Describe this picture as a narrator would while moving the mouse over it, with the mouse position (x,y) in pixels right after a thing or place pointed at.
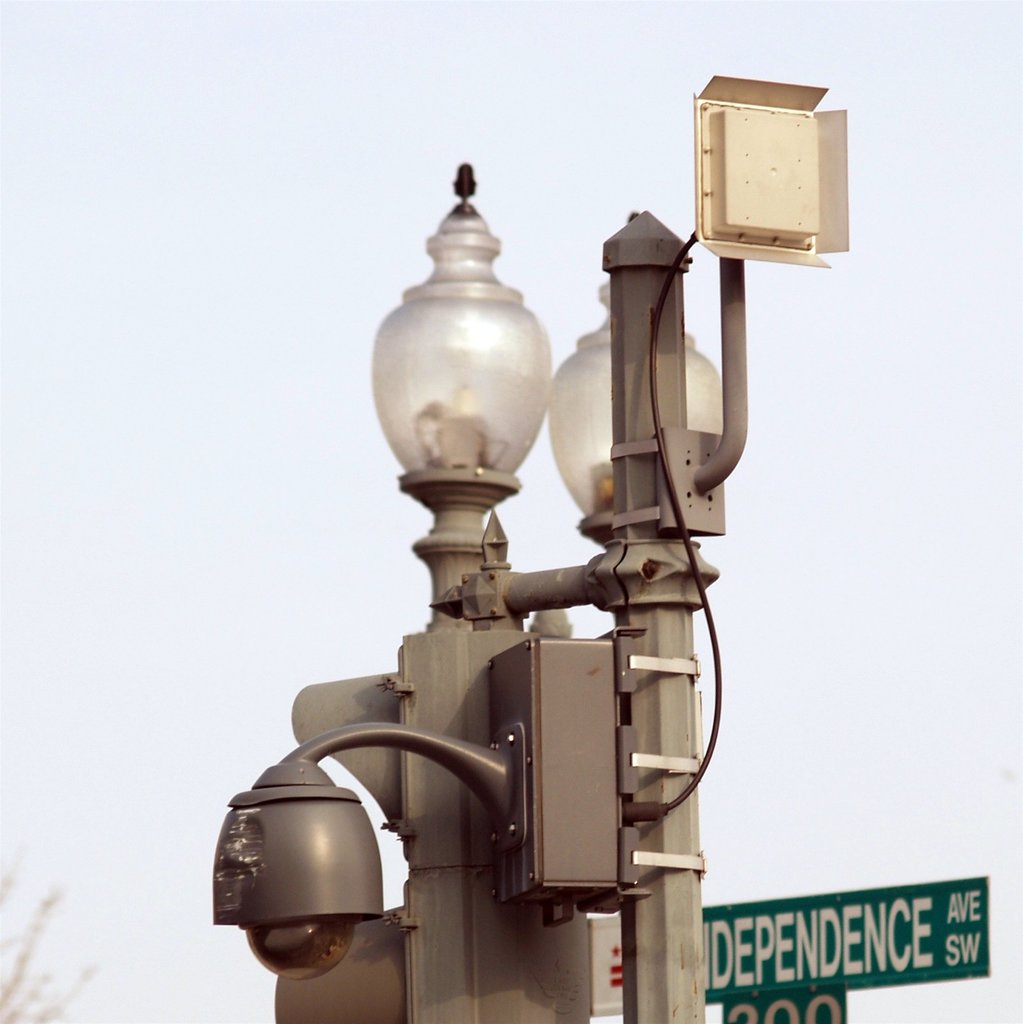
In this image we can see two poles (635,965). Camera (249,889) and light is attached to the one pole (676,902) and lights (503,385) are attached to the other pole (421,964). We can see one sign board (820,956) at the bottom of the image (811,975). There is the white color sky (315,388) in the background (855,594).
